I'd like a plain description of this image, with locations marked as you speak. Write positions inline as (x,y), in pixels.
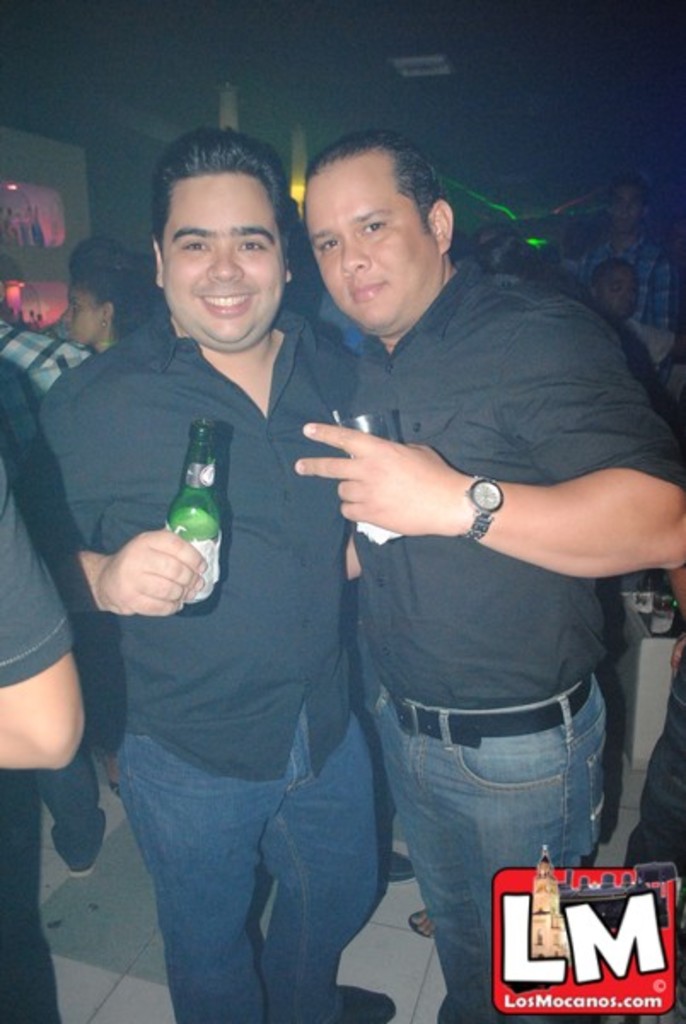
In the image we can see there are two men (416,413) who are standing in front and a man (199,557) is holding a beer bottle (202,488) in his hand (193,589).
